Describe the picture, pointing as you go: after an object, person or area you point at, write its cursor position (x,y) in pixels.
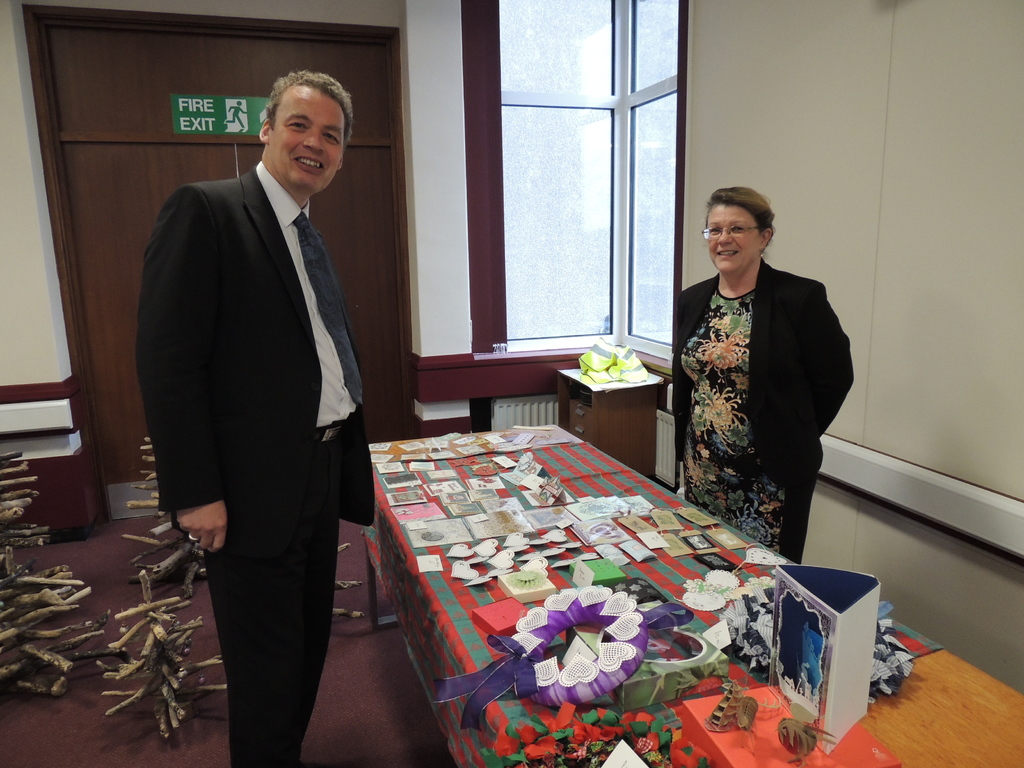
In this image I can see a man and a woman (797,328). I can also see smile on their faces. Here on this table (562,444) I can see few stuffs (483,699).
